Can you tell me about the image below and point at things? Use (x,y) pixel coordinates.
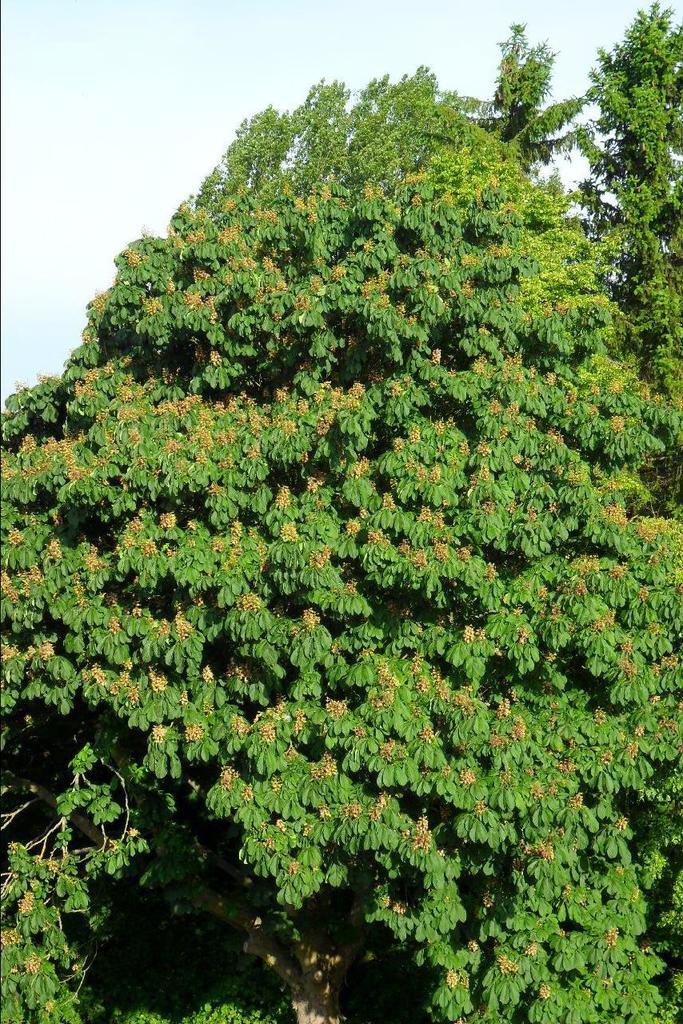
In this image, we can see a tree (395,233) and at the top (122,95), there is a sky (100,98).
